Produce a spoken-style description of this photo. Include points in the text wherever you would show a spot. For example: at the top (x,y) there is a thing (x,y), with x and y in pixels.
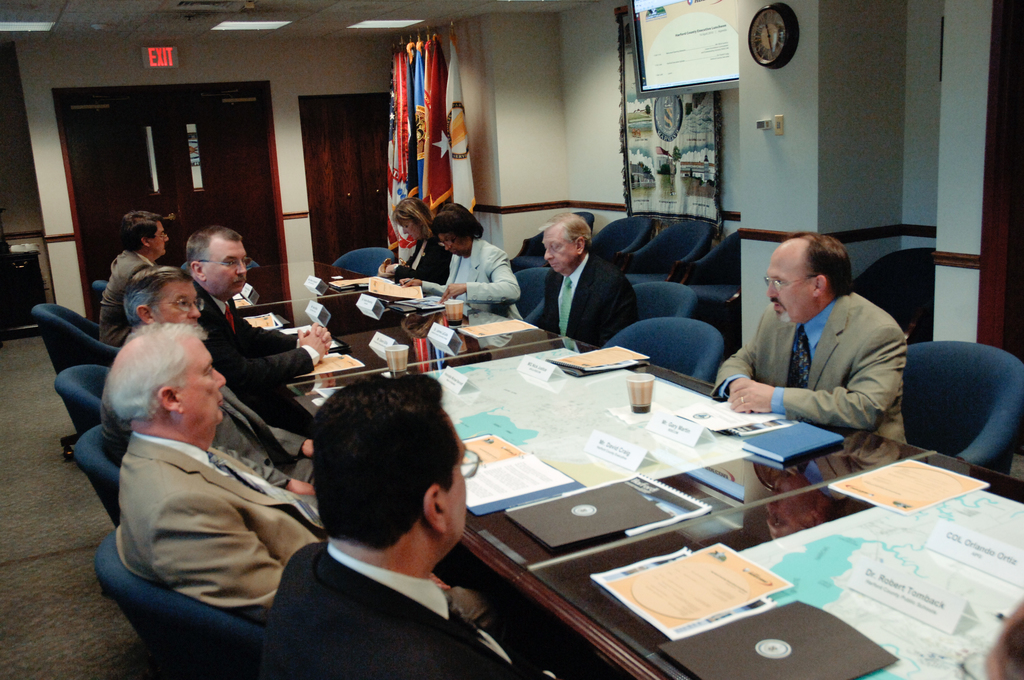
There are some people (233,332) sitting around the table (622,438) on which some papers (532,482), name plates (602,449) were placed. There are men (601,292) and women (489,289) in this group (561,302). In the background (430,131) there are some flags (415,129) door (189,169) and a wall (577,105) here.
